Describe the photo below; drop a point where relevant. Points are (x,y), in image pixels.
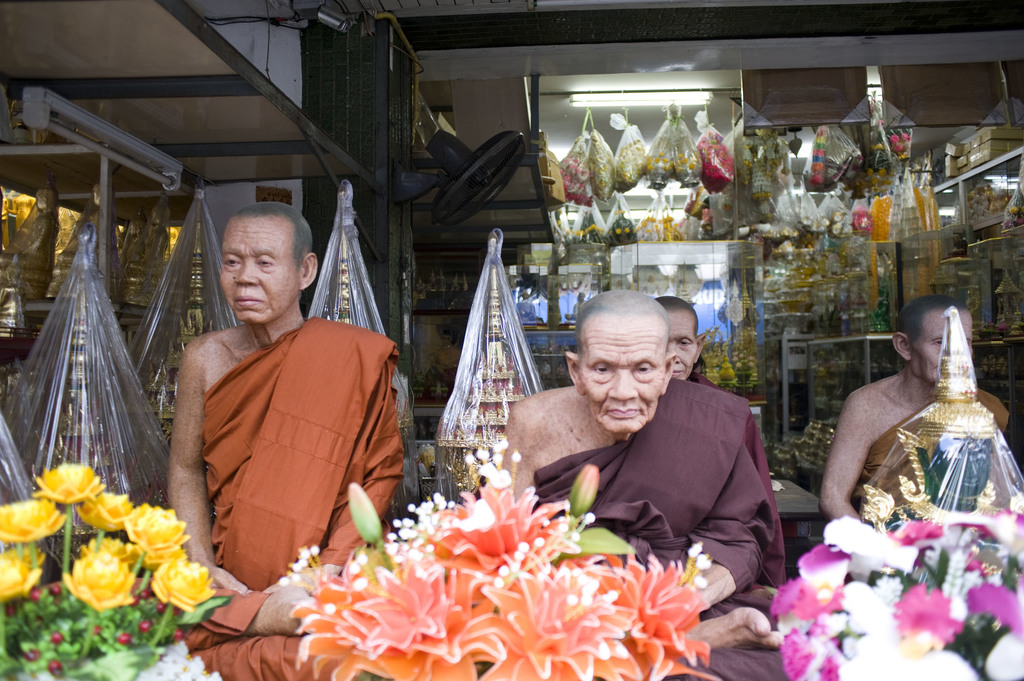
In this image we can see a store (858,369) and four monk statues (648,461) sitting.
